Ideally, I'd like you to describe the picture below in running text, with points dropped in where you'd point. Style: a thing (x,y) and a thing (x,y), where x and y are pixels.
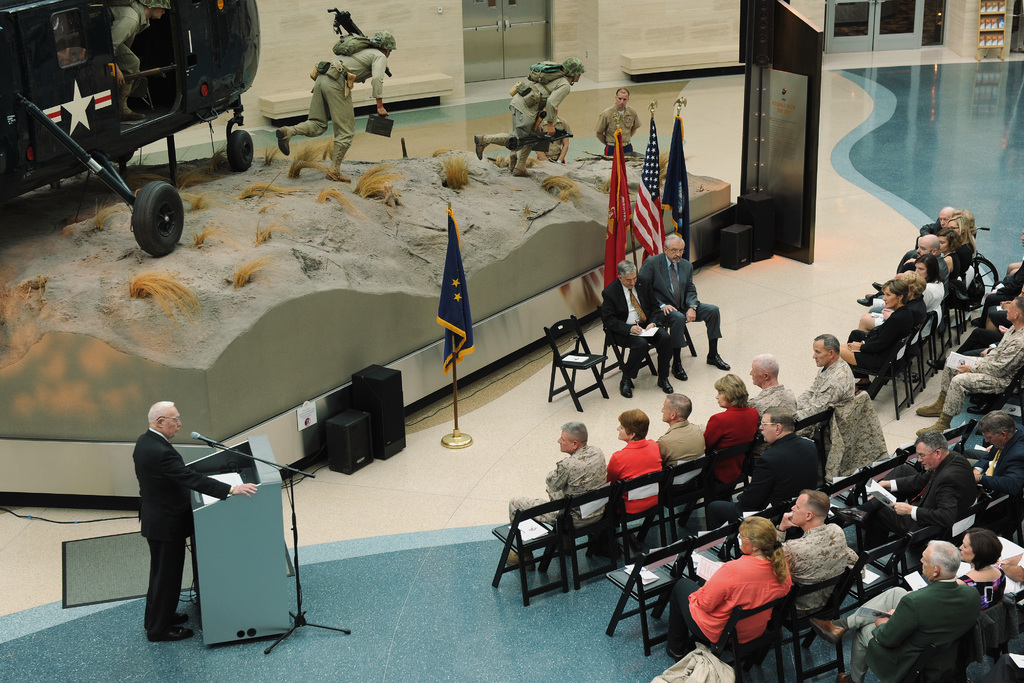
In the background (865,16) we can see the doors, we can see the objects (994,36) placed in the wooden racks (980,2). On the left side of the picture (327,91) we can see the statues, depiction of a vehicle (210,85) and plants (570,191). We can see the flags (453,271), speakers (393,377) and a man (209,480) is standing near to a podium (262,504) and it seems like he is talking. We can see a stand (302,476) and a microphone (205,435). On the right side of the picture (938,274) we can see the people (562,466) sitting on the chairs (1022,513) and we can see the books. At the bottom portion of the picture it seems like a bag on the floor (531,645).
